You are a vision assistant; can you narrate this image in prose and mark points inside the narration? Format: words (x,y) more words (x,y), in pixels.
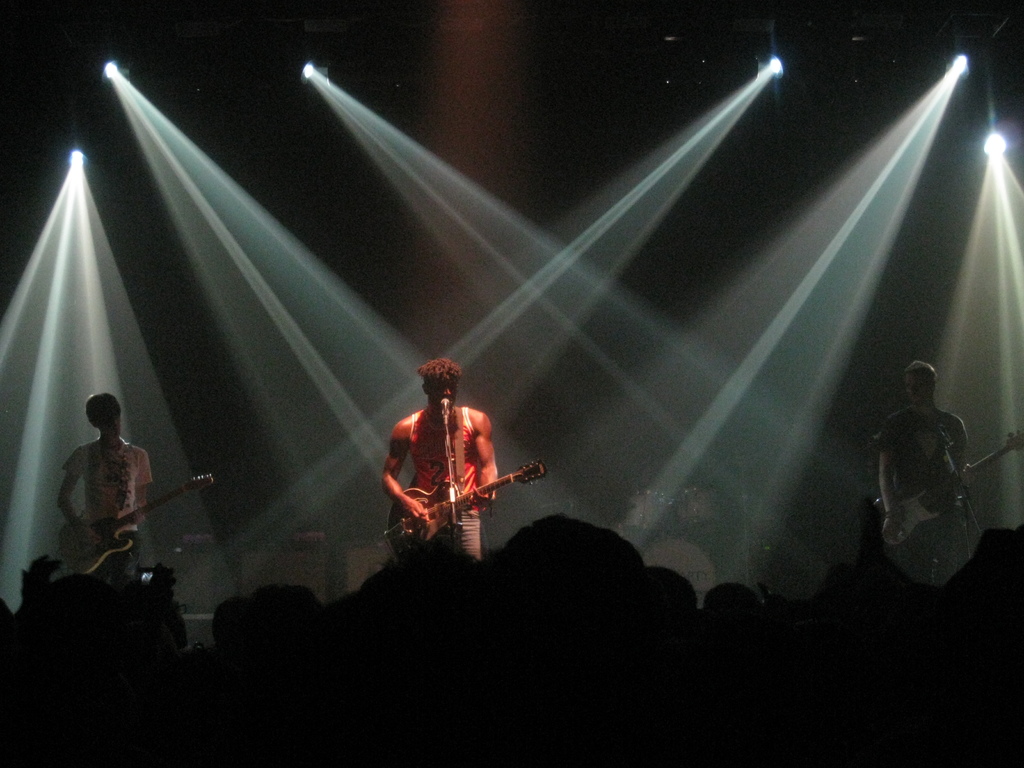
The picture is taken on the stage (362,536) where right corner (930,480) one man (938,492) is standing and holding a guitar (907,504), in the middle (432,443) one person (434,464) is playing guitar (422,496) and singing in front microphone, left corner (92,416) another person (113,475) is standing and holding a guitar (101,537), in front of three people (126,479) there is a crowd (465,641) and behind them there are flash lights (154,111).
